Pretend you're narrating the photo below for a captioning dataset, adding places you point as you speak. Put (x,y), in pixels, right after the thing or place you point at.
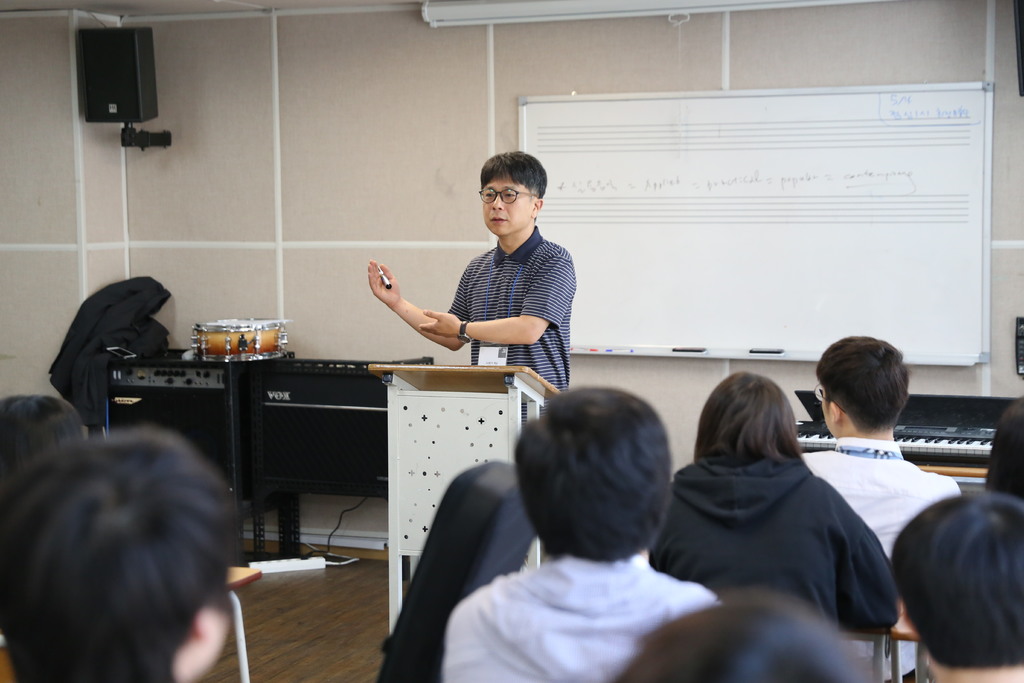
In the image we can see there is a man (520,274) who is standing in front of the podium (476,409) and in front of him there are people (643,587) who are sitting and they are looking at the person (555,254) and behind him there is a white colour board (823,194) and on the wall (58,81) there is a speaker (139,90).
